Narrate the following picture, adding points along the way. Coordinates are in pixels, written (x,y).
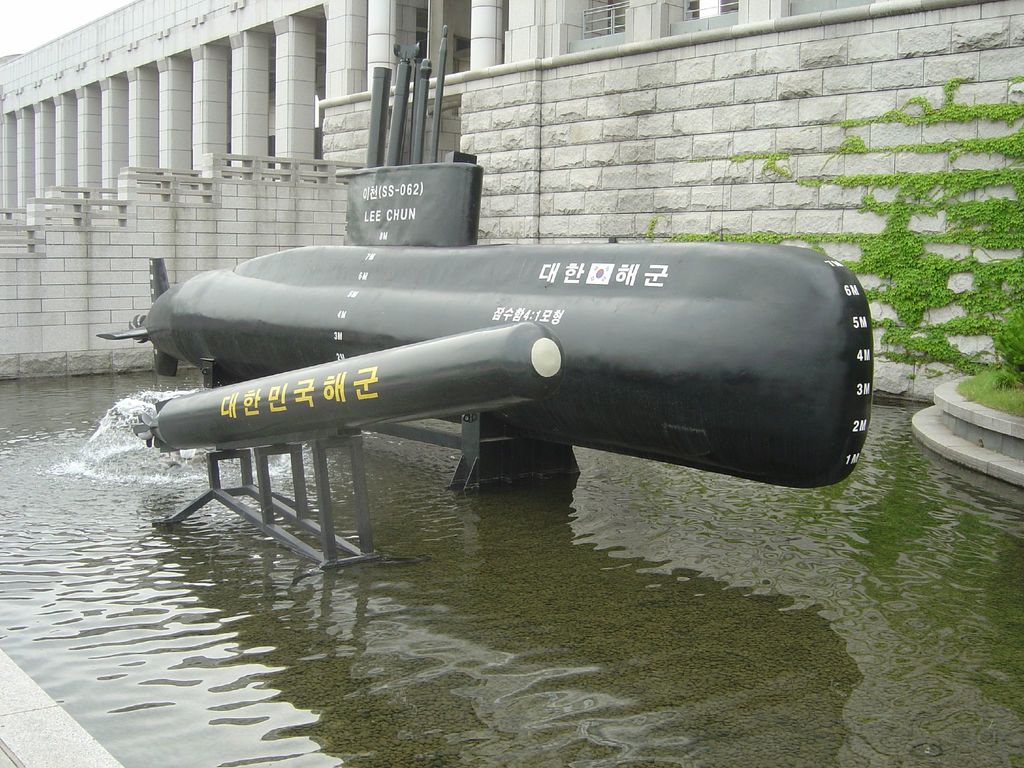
In the center of the image (633,334) we can see a submarine (588,334). At the bottom (254,599) there is water (471,642). In the background (703,161) there is a building (709,194). On the right (1014,345) there is a plant (1012,332).
